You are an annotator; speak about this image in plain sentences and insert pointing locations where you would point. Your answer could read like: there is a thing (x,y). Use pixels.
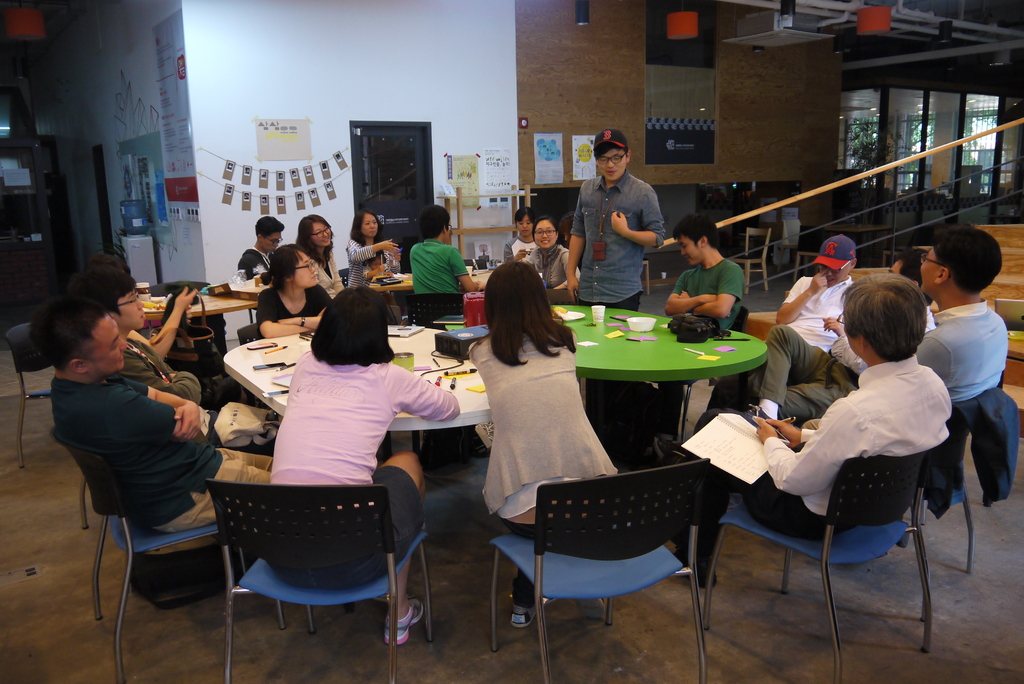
there are many people (535,326) sitting on the chair (423,317) with the table (675,377) in front of them there are many items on the table (590,359).
